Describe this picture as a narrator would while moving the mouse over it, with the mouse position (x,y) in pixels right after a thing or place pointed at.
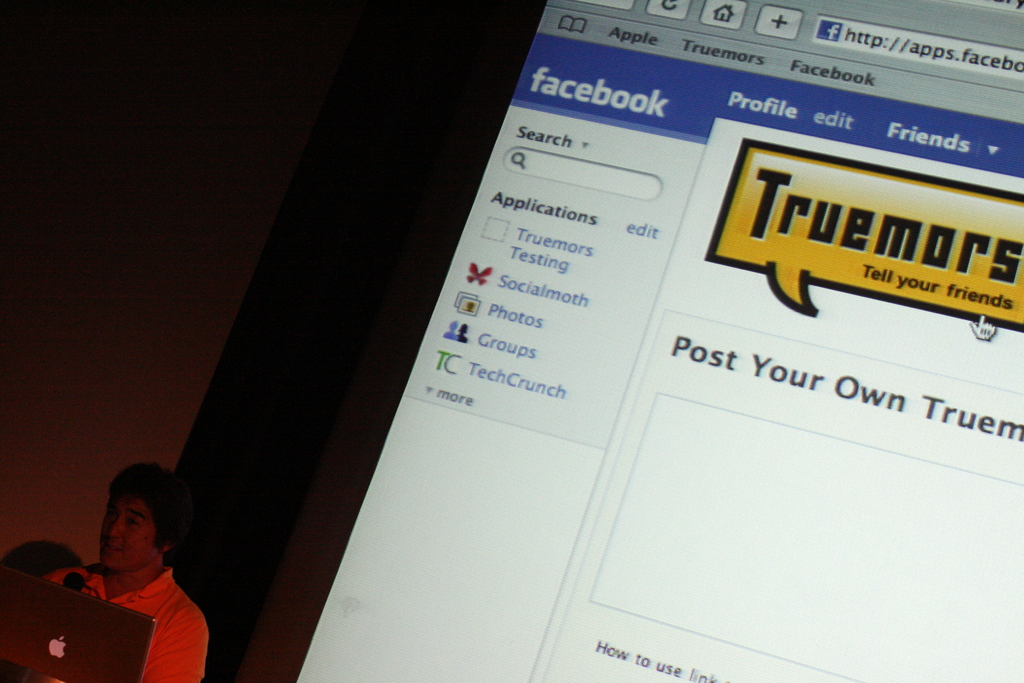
In the bottom left corner of the image (101,601) there is a laptop (63,619). Behind the laptop (130,613) there is a man (149,576). Behind the man (121,582) there is a screen (727,486) with facebook page (486,256).
